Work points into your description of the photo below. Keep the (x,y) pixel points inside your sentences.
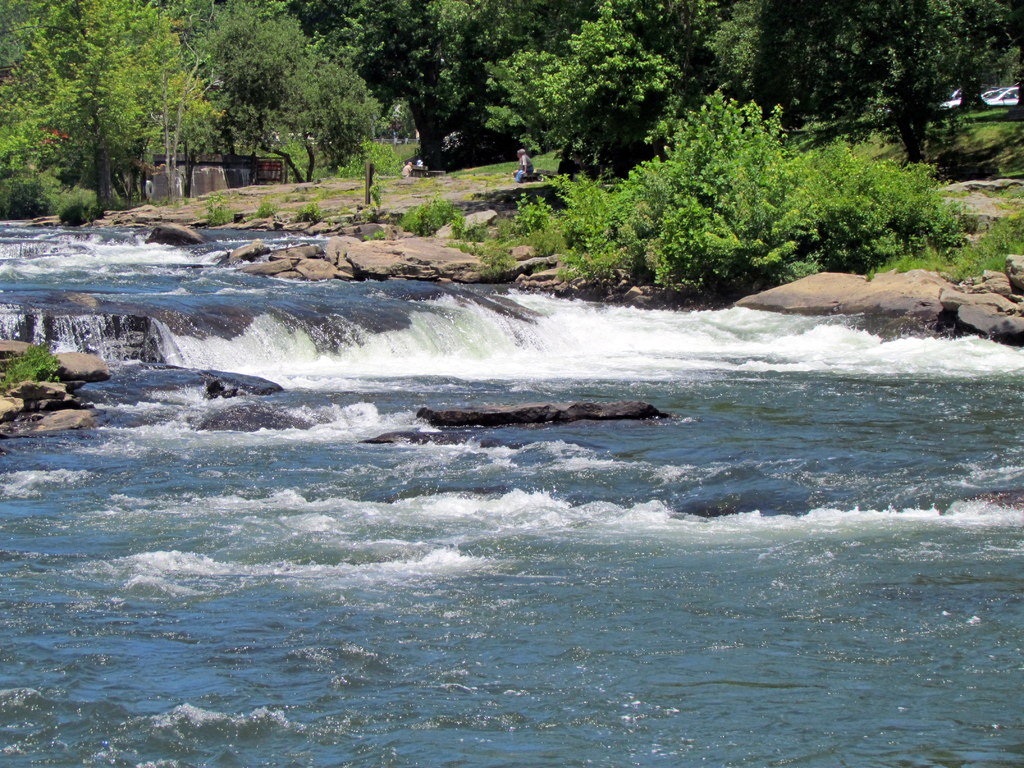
In this image we can see water (379,313), few stones (77,415), trees (710,169) and a person (527,155) sitting on the ground (541,177).
